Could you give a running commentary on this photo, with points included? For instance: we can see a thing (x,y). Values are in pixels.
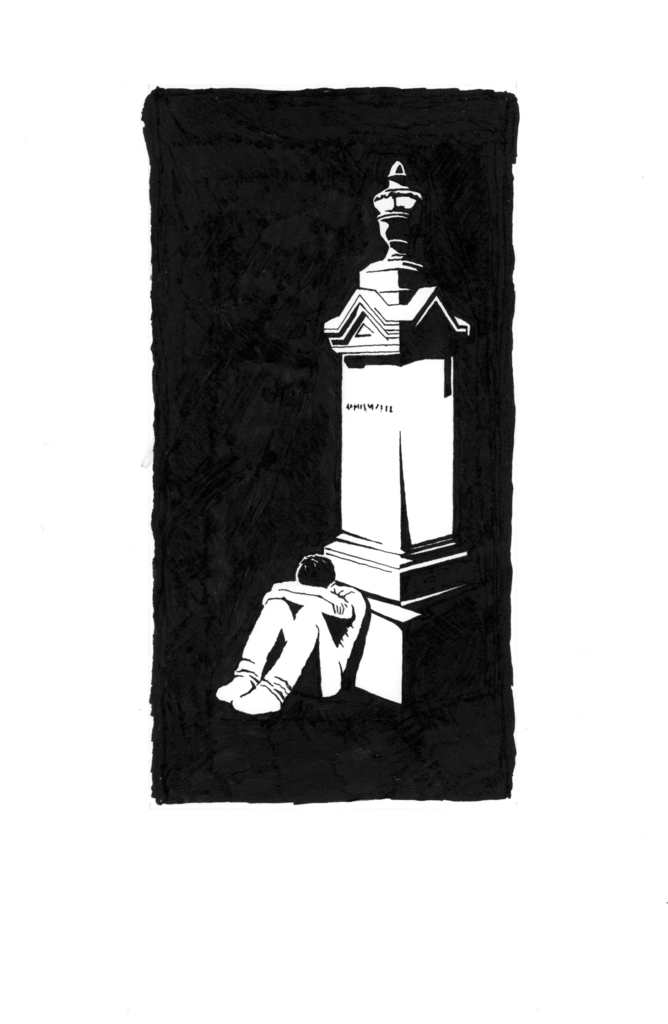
In this picture I can see the black color thing (347,276) and on it I see the depiction of a pillar (348,446) and a person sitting near to it and I see that it is white color in the background (118,128).
